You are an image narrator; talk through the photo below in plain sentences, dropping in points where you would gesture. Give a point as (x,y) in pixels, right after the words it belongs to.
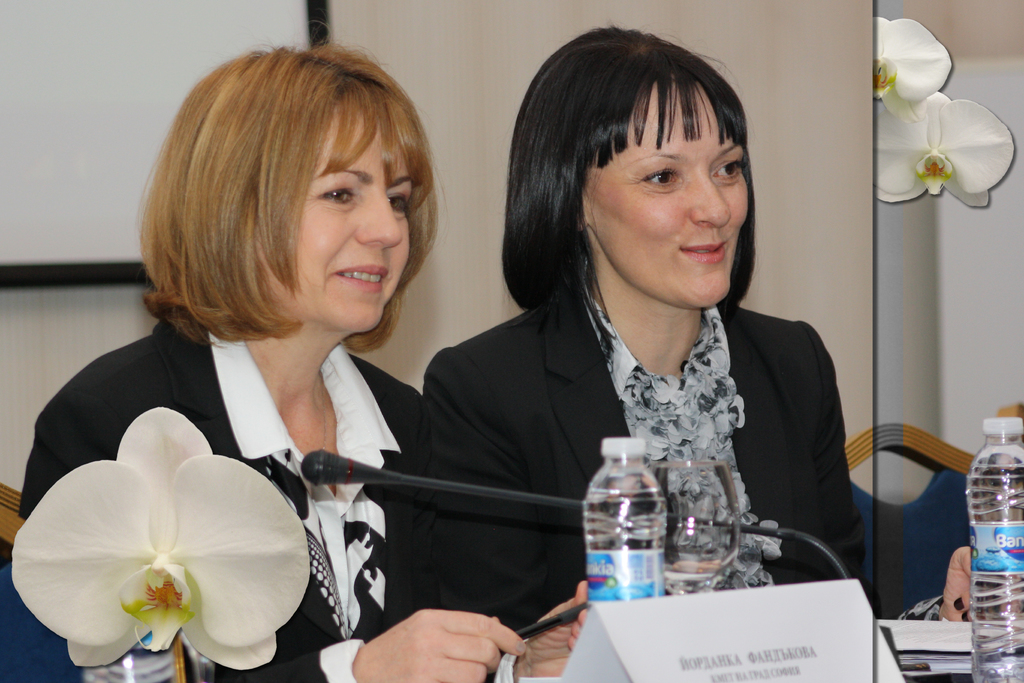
In this picture, we see two women (522,247) sitting on chair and in front of them, we see water bottle (627,571), name board (617,624) and microphone (372,468). Beside them, we see white flowers (954,189) and behind them, we see white wall (437,45) and white board (99,75) which is placed on wall (934,207).
